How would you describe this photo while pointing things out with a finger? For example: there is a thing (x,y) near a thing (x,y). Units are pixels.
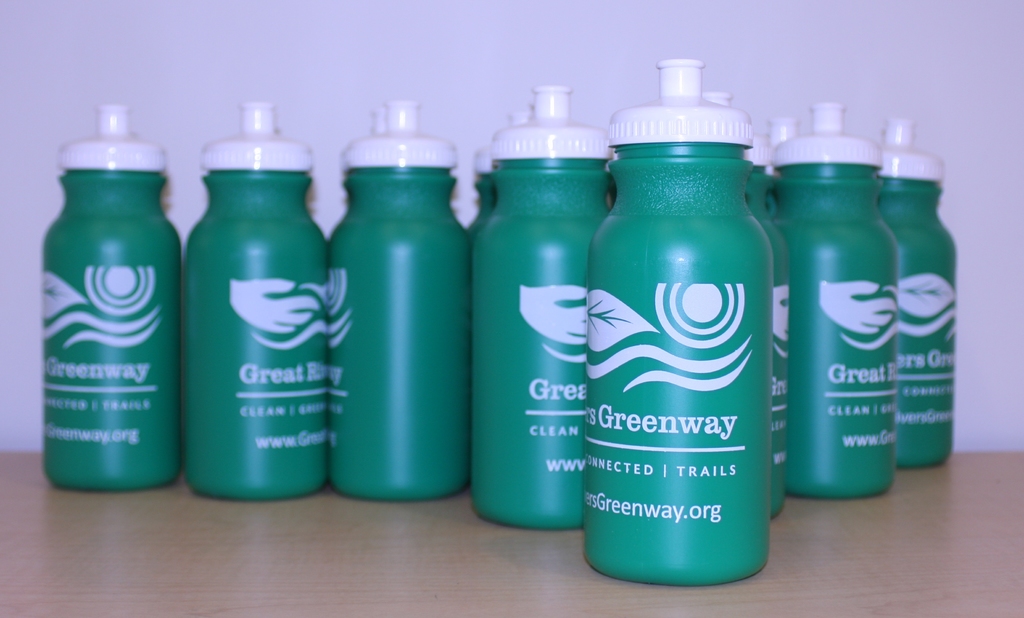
In the image we can see there are green colour bottles (547,376) which are kept on the table (878,520).
